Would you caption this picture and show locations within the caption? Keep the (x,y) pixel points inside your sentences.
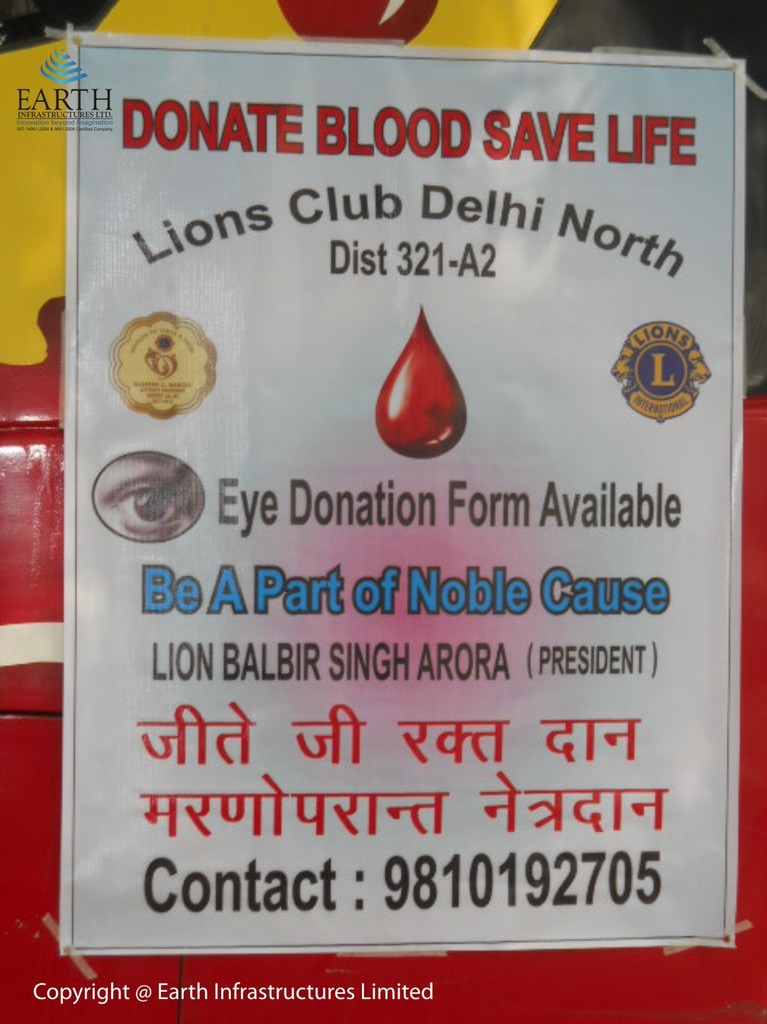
There is a poster (592,912). There is a blood drop image (395,413) at the center (437,426). There are 2 logos (652,336) and matter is written. There is an image of eye (136,509) at the left (145,501). There is a red and yellow background (440,972).
